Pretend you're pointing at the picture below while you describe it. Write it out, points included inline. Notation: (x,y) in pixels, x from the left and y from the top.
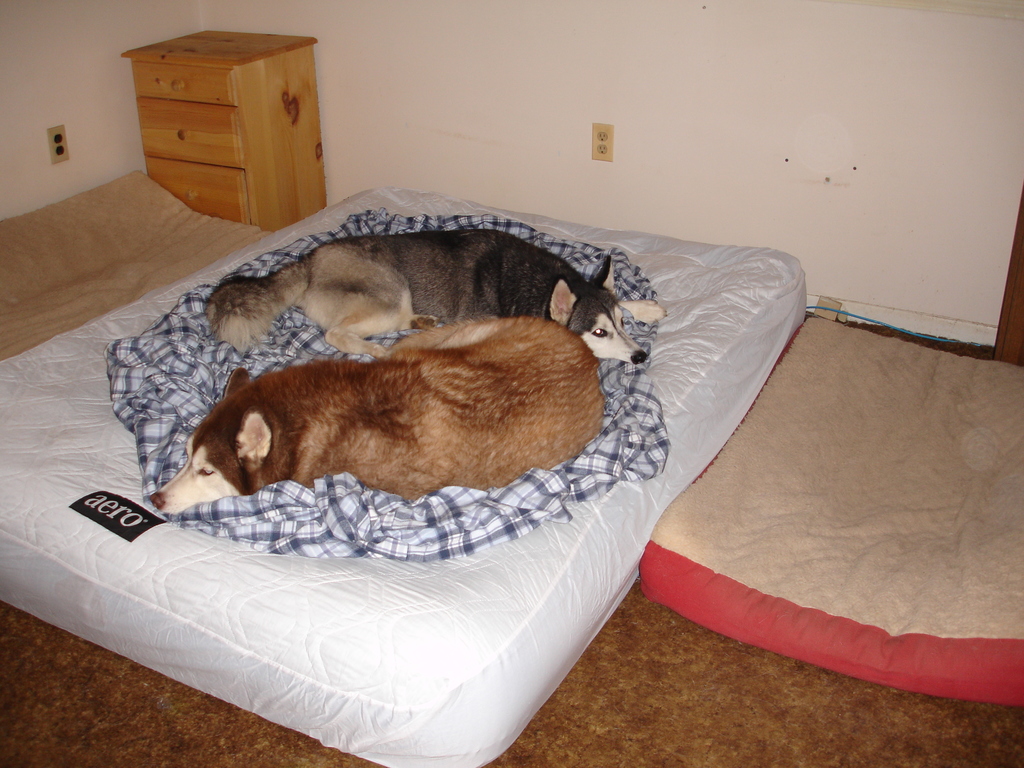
Here we can see two dogs (399,300) lying on a cloth (205,340) on a bed (485,582) on a floor (650,709) and there are two other small beds (953,474). In the background (158,108) there is a cupboard (313,210) and sockets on the wall (15,75).
